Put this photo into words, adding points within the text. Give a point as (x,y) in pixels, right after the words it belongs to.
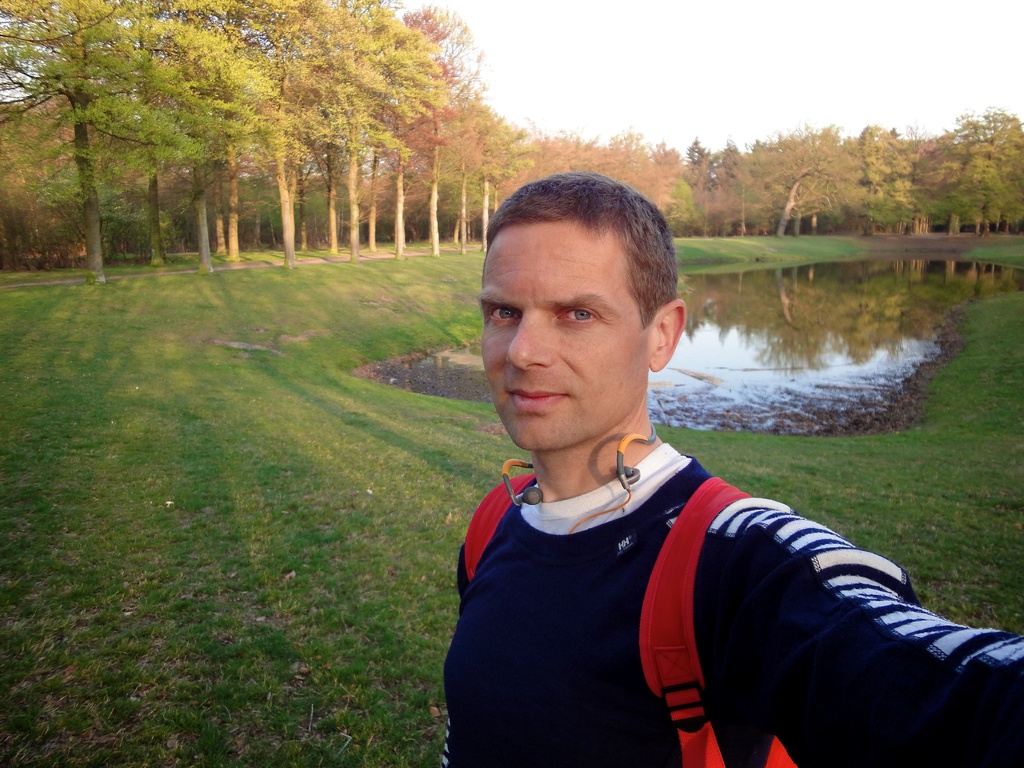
In this image, we can see a person (623,591) wearing a red backpack (493,524) and smiling. Background (92,230) we can see grass (271,720), water (838,330), so many trees (432,219). Top of the image (692,104), there is a sky (742,104).
